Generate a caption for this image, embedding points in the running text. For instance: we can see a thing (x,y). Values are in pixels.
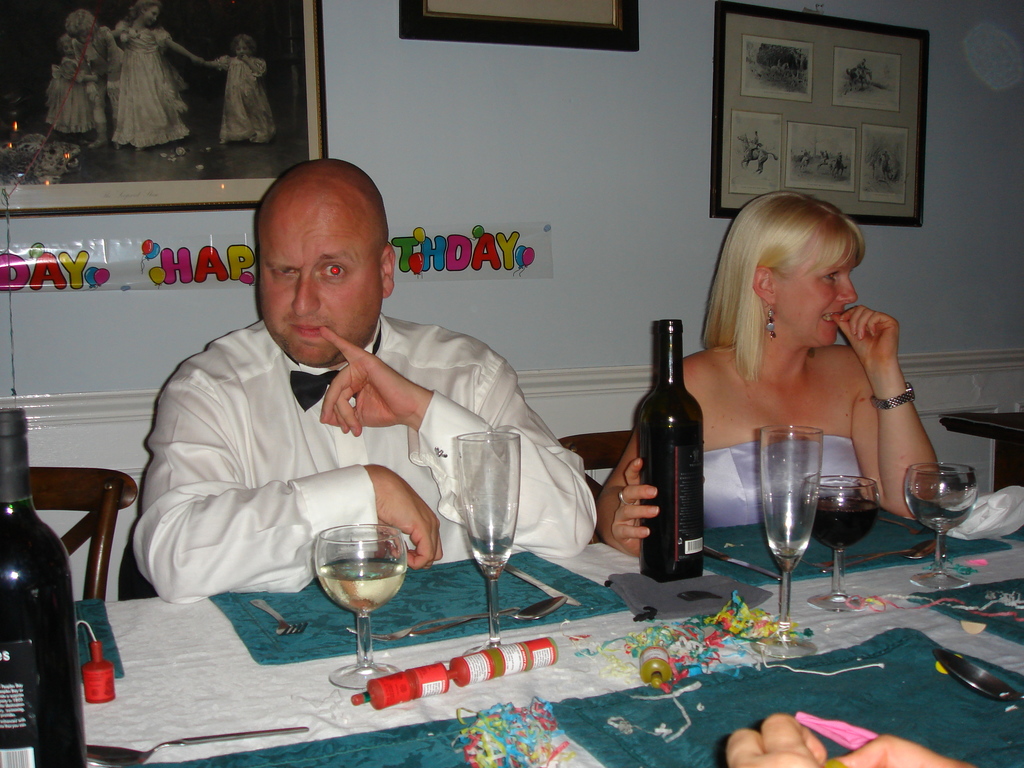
In this image, Two peoples (524,403) are sat on the chair (596,461). There is a white color table (315,678). On the top of the table (535,680), so many items (537,641) are placed. At the bottom (776,748), we can see human fingers (844,759). And background (437,157), There is a white color wall (455,159), sticker (188,246) and few photo frames (778,89) are placed.
